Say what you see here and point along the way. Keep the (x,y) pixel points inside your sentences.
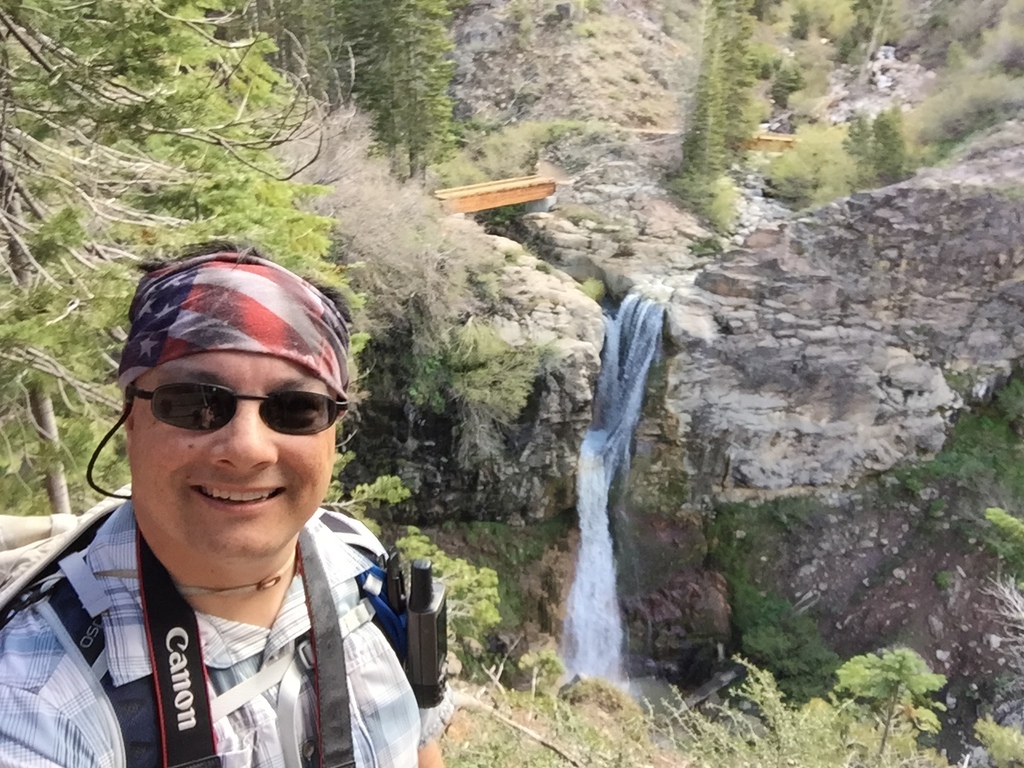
In this image there is a person (153,472) standing wearing glasses (222,418) and a bag (47,589), in the background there are trees (769,66) and a waterfall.
